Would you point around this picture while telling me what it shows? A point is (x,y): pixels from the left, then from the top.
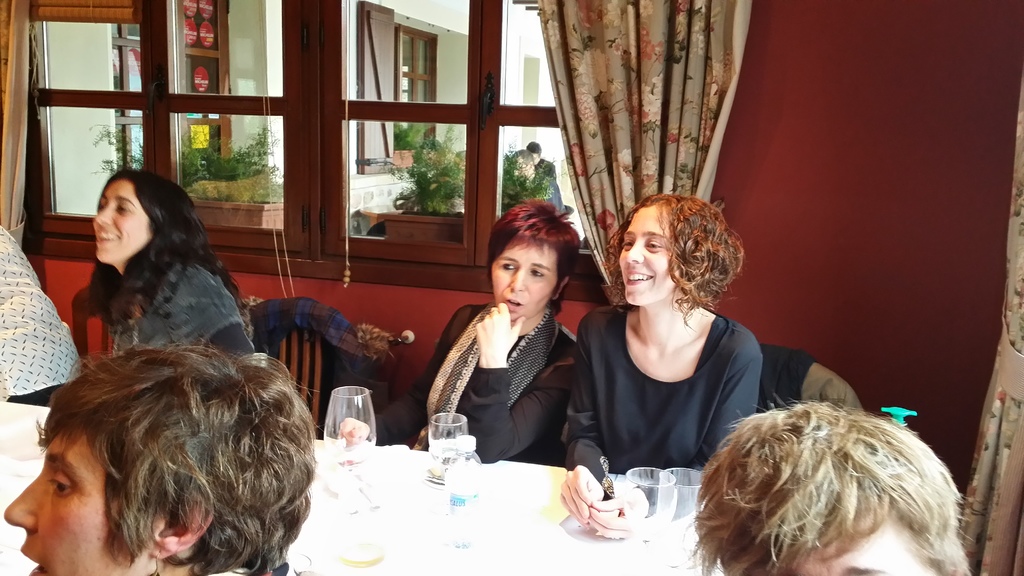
In this image, there are several persons (711,330) wearing clothes (216,308) and sitting in front of the table (505,504). This table (496,527) contains glasses (454,432) and bottles (448,508). There is a window (397,103) at the top of the image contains curtains (615,103). There is a wall (835,100) in the top right of the image (824,105).
